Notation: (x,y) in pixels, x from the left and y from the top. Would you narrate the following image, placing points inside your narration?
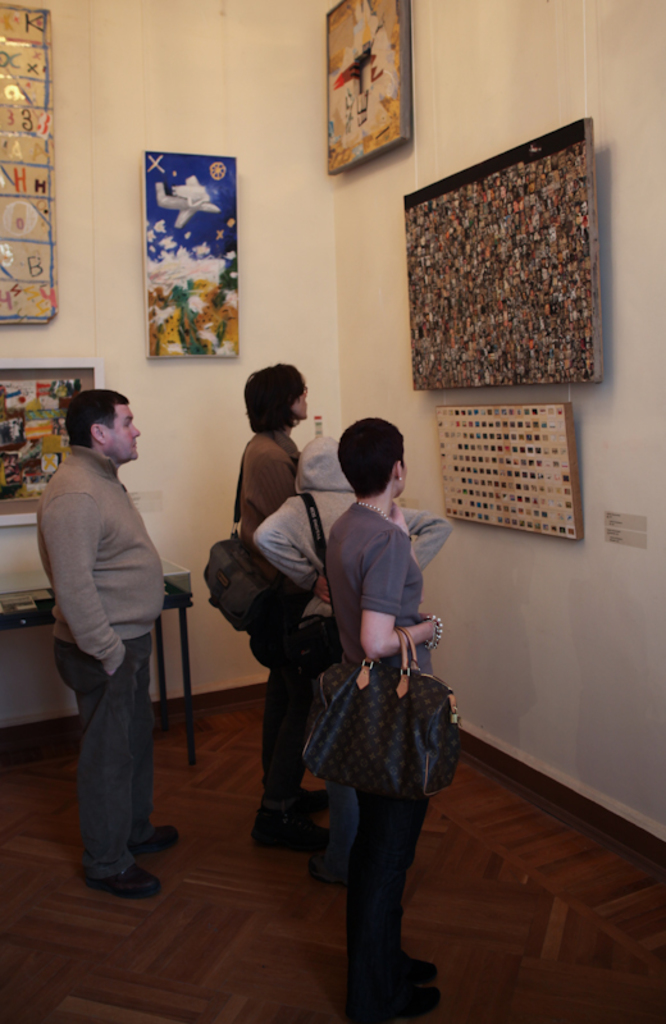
A picture with four people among them there are wearing the backpacks (239,573) and looking at the wall (367,390) in front of them. On the wall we have frames (460,244) of different colors and on the other wall (202,496) there are other frames (191,205).
